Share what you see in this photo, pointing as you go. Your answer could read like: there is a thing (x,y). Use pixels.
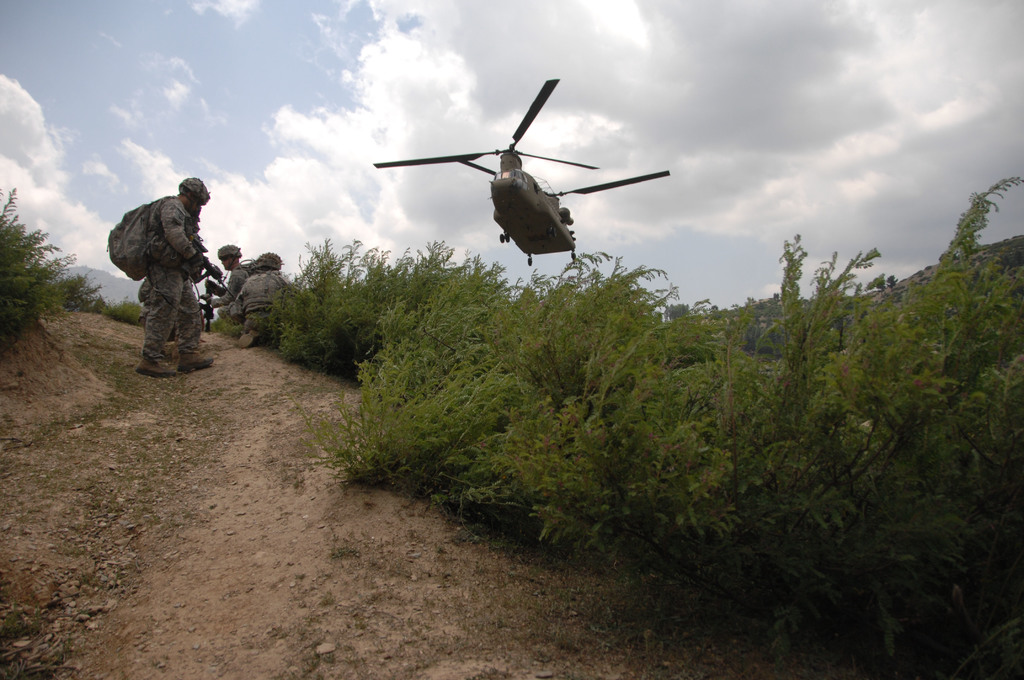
In this picture we can see some army people (189,283), helicopter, around we can see some trees (376,382).
